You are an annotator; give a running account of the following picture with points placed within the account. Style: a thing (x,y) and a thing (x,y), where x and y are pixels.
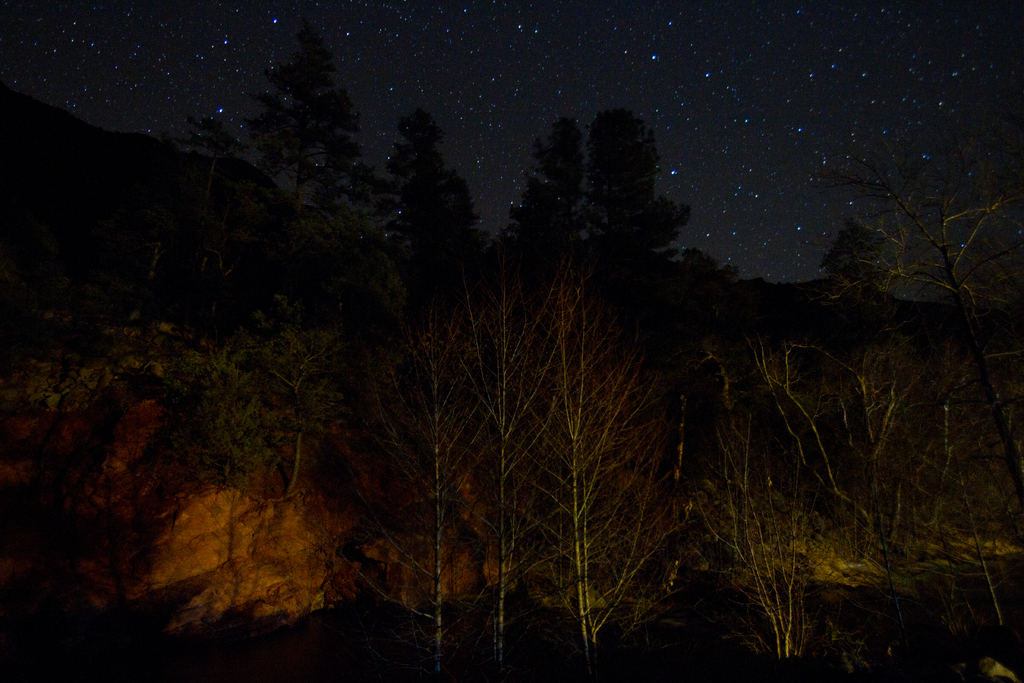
In this image we can see a group of trees (672,528), the rocks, stars (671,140) and the sky (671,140).
